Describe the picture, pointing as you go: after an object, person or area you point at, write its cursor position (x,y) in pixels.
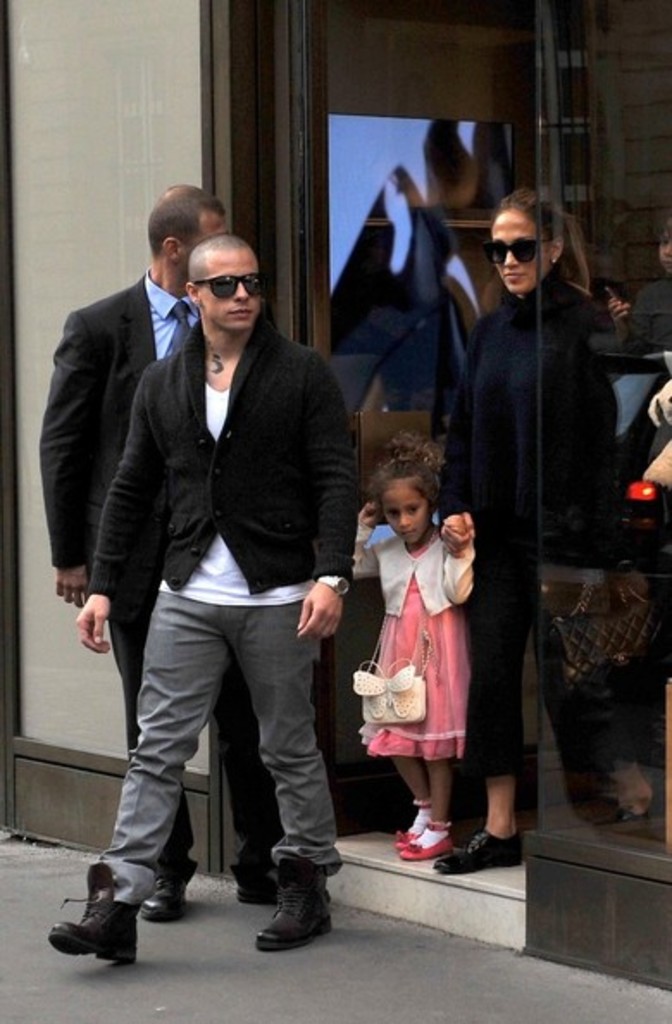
In the picture we can see a man (325,871) walking out from the glass door (578,581) and behind him we can see a woman (504,845) and a girl child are also walking.
